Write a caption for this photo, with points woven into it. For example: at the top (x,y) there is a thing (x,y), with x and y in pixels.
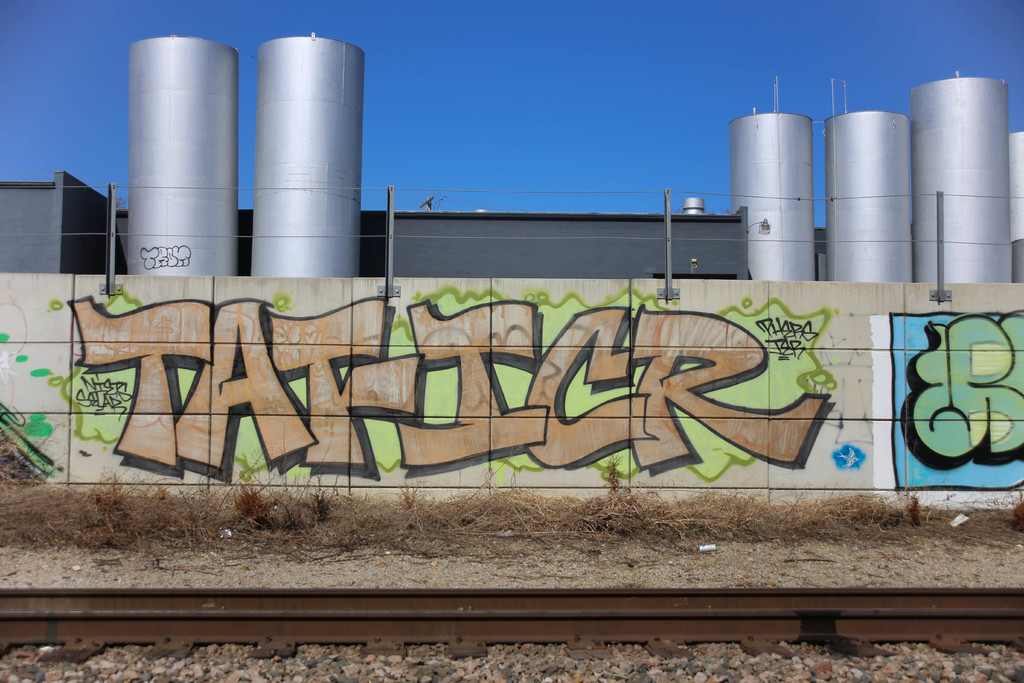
In this picture I can see graffiti (438,458) on the wall (394,352) and I can see few metal jars (870,111) and a blue sky (564,176) and I can see a railway track (368,649) and grass (366,539) on the ground (19,550).
